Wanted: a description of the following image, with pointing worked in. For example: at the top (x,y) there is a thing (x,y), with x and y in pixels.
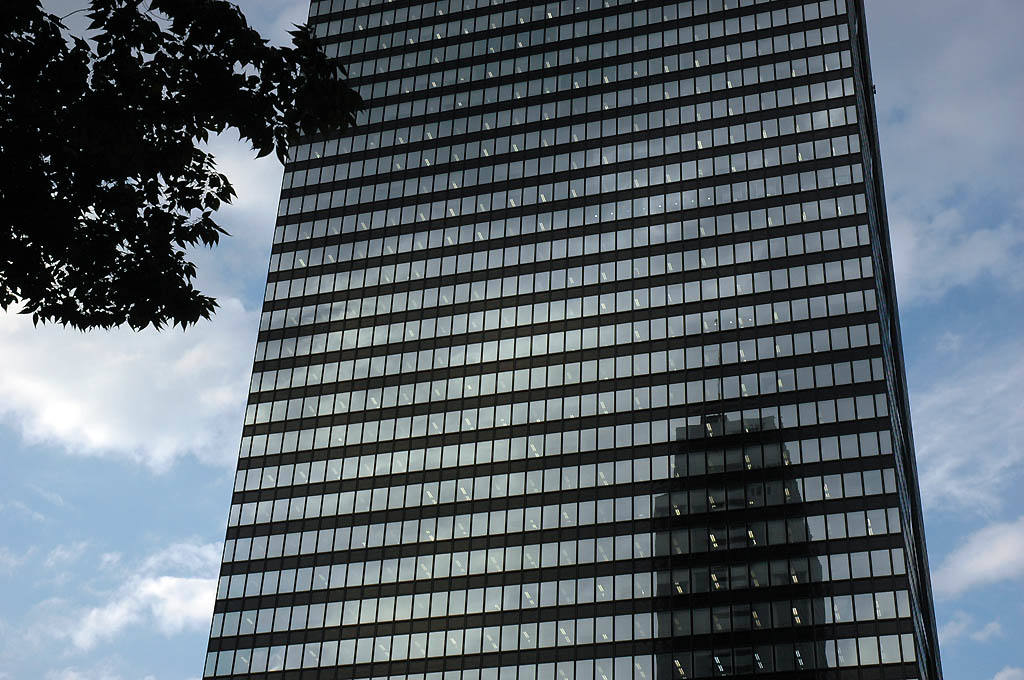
In the image I can see a glass building (712,543) and trees (126,175). The sky (177,434) is in blue and white color.
